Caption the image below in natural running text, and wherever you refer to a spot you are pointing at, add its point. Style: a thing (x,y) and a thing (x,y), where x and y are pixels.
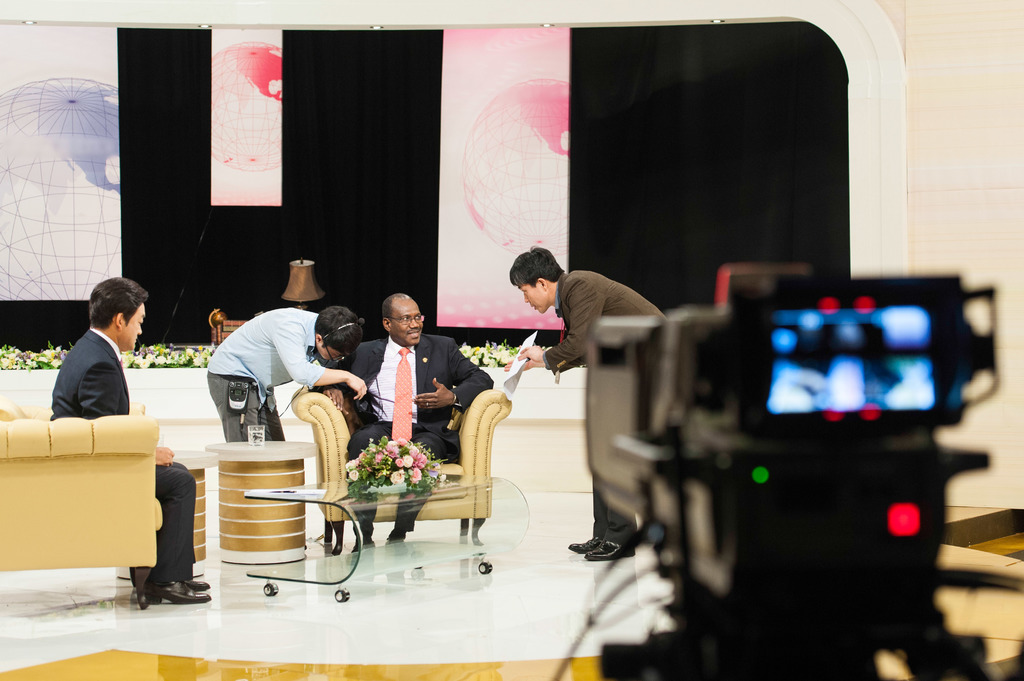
As we can see in the image there is a white color wall (933,151), banner (550,157), four people (576,327) over here. Two of them are sitting on chairs (117,446) and two of them are standing and on table (376,492) there is a bouquet (392,483). On the right side (826,376) there is a camera (798,379).
